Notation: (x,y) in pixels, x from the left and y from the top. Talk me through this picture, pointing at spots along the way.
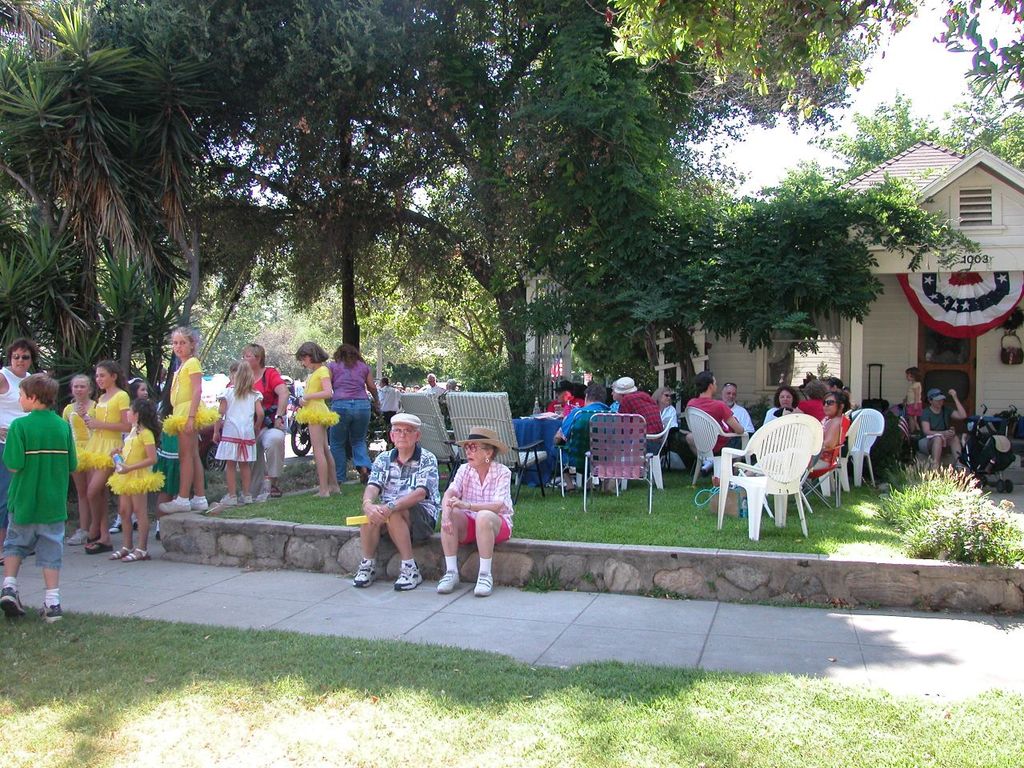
In this image there are trees (422,143) and a shed (876,250). We can see people (733,411) sitting and some of them are standing. There are chairs (592,473). At the bottom (486,662) there is grass (683,662). In the background (830,178) there is sky (847,130).
